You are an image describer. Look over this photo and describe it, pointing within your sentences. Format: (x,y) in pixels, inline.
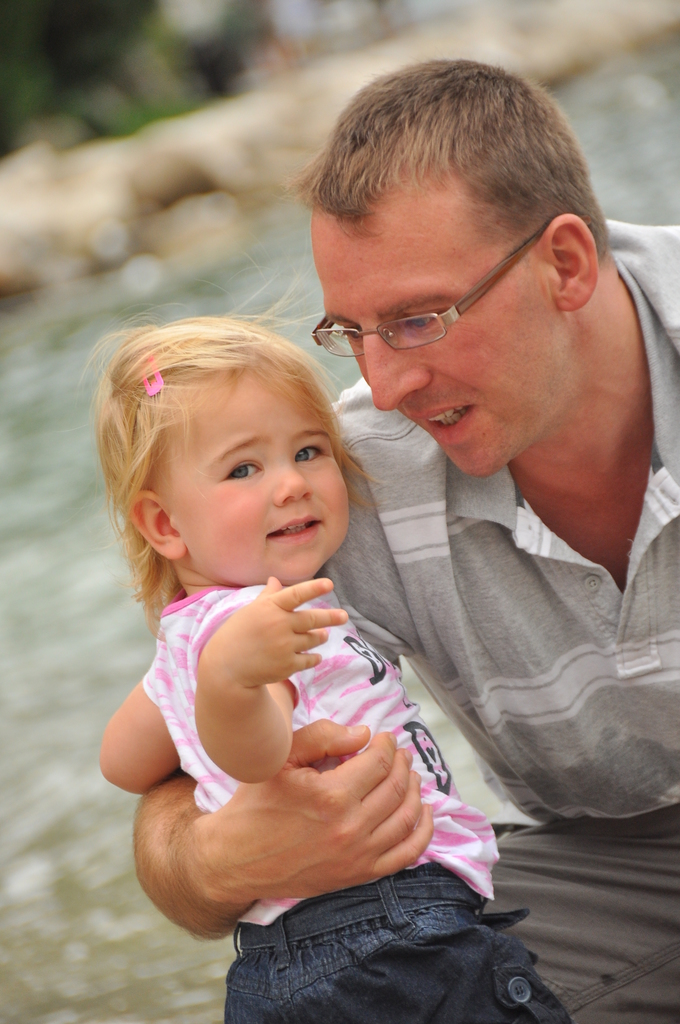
In this image I can see a man (503,550) is holding a girl (268,742). The man (475,323) is wearing spectacles (408,324), t-shirt (567,685) and pant (594,877). The background of the image is blurred.
